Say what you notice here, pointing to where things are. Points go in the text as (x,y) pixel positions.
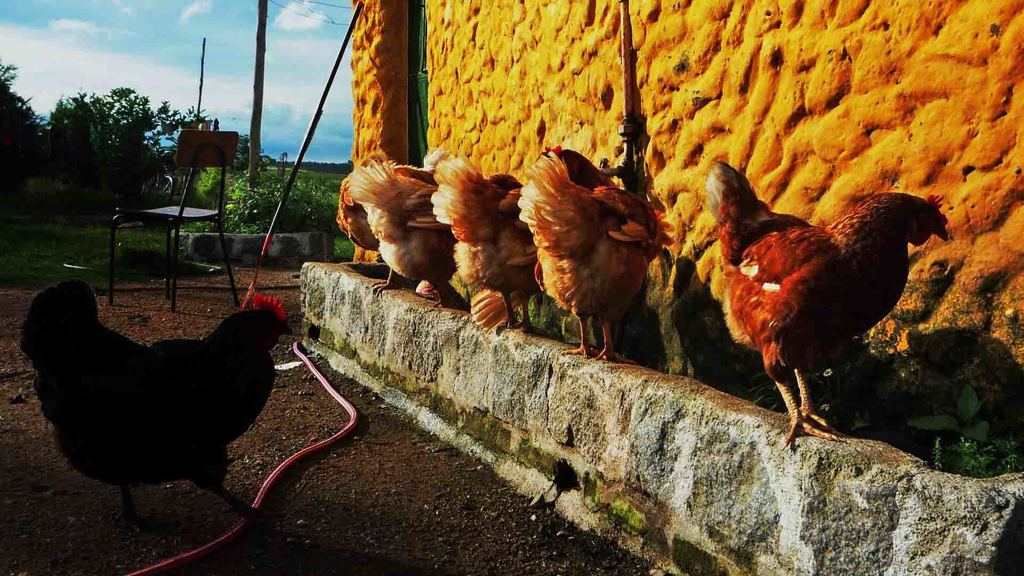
In this image there is a hen (202,422), on the right side (888,112) there is a wall (1008,283), near to the wall (665,367) there are five hens (396,259), in the background (224,197) there is a chair (182,218), trees (50,152) and sky (172,80).
